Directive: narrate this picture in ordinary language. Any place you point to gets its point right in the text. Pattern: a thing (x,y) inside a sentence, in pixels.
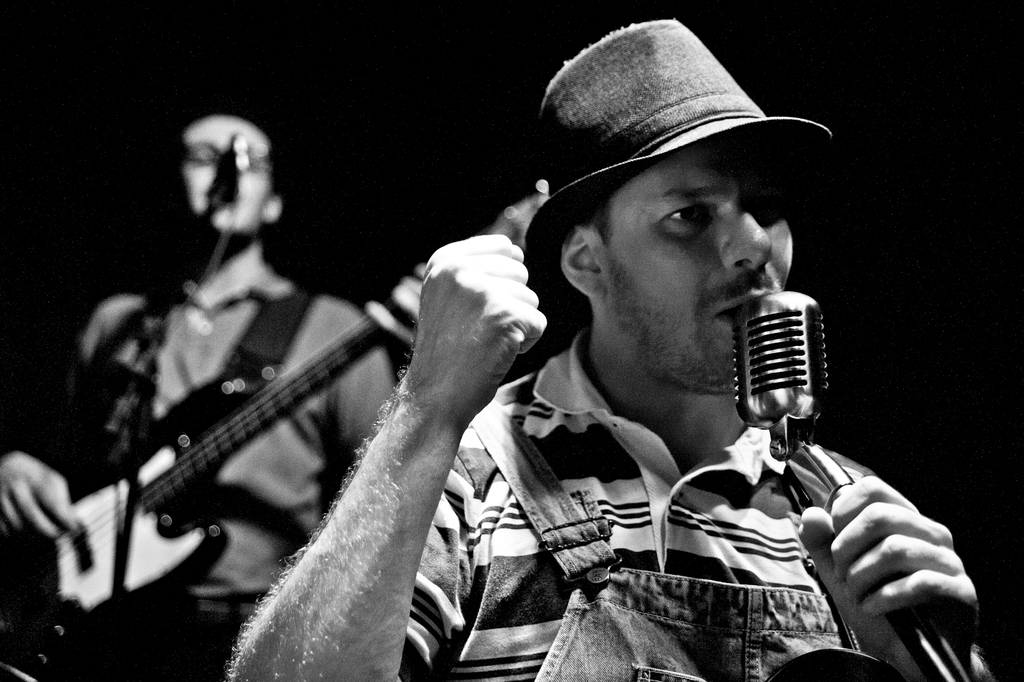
In this picture we can see two persons (505,389) standing and singing on the mike (809,392). He wear a cap (674,116) and he is playing guitar (151,544).
